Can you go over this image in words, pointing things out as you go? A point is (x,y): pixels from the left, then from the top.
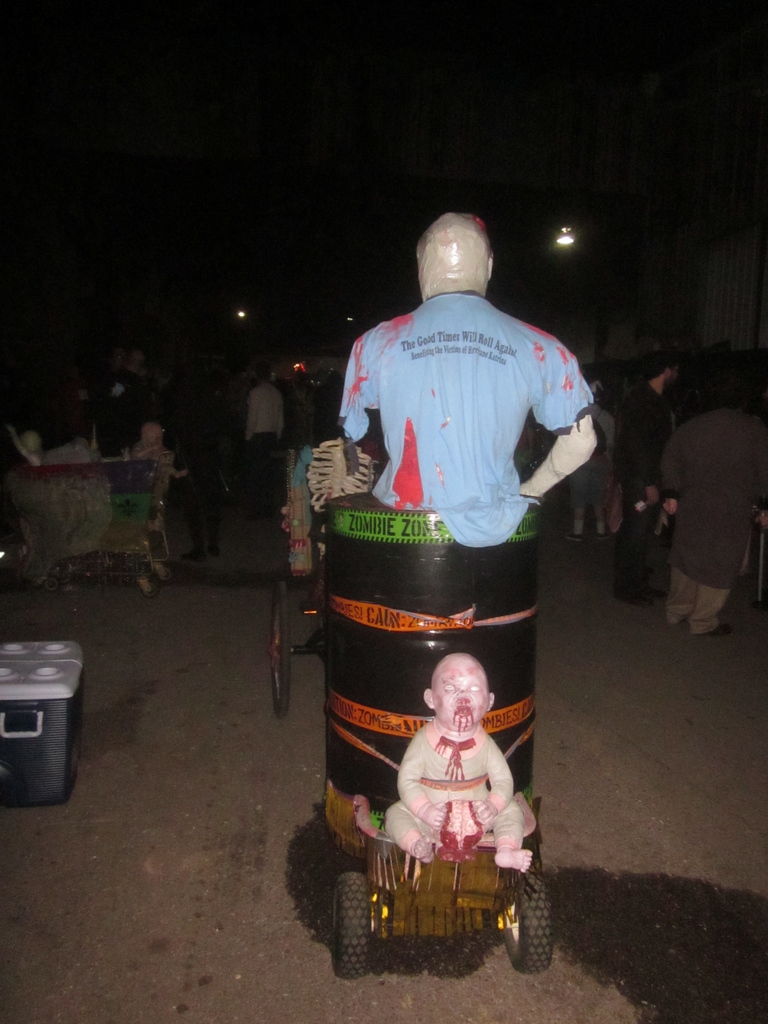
In this image we can see a statue (410,745) which is in white color. Left side of the image (45,695) one grey color container (46,709) is there. Behind so many people (619,429) are standing.
